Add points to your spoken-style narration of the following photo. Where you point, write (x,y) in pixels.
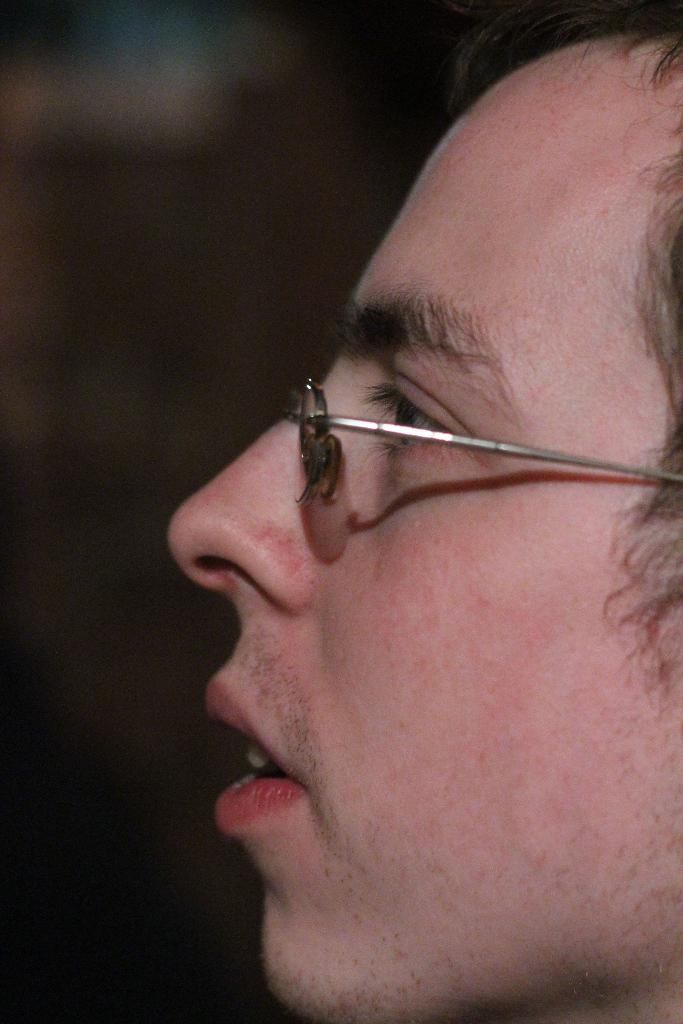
In this picture there is a man (356,880) with spectacles (519,446). At the back (48,723) the image is blurry.
